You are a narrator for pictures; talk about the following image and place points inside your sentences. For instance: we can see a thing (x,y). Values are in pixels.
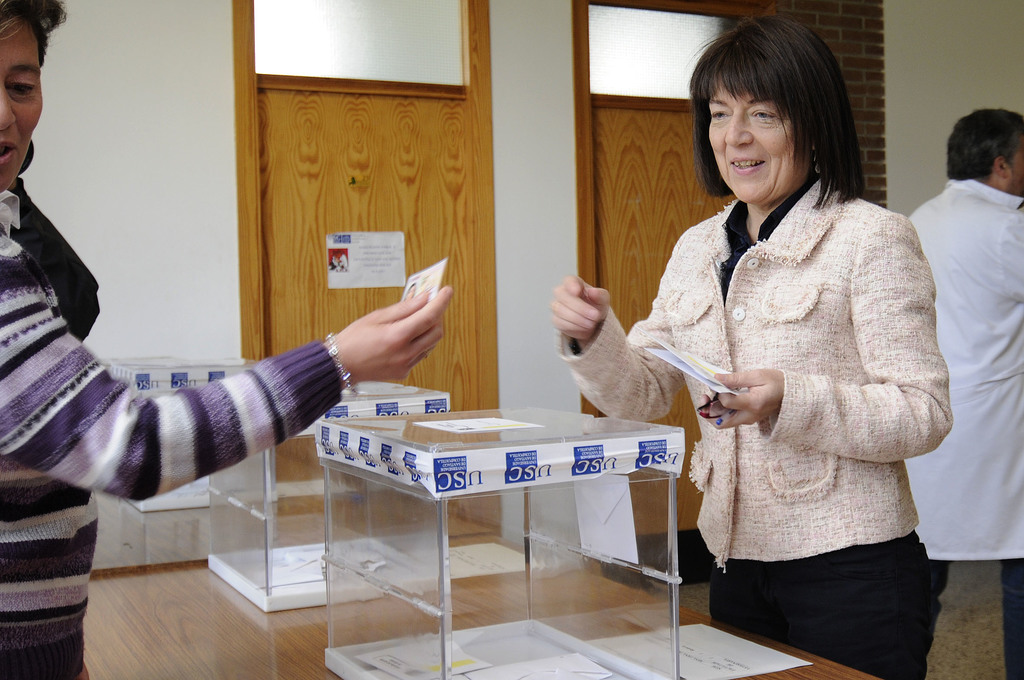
These persons (26,383) are standing. We can see glass box (368,537) on the table (186,635). On the background (523,12) we can see door (292,205), wall (178,141).
